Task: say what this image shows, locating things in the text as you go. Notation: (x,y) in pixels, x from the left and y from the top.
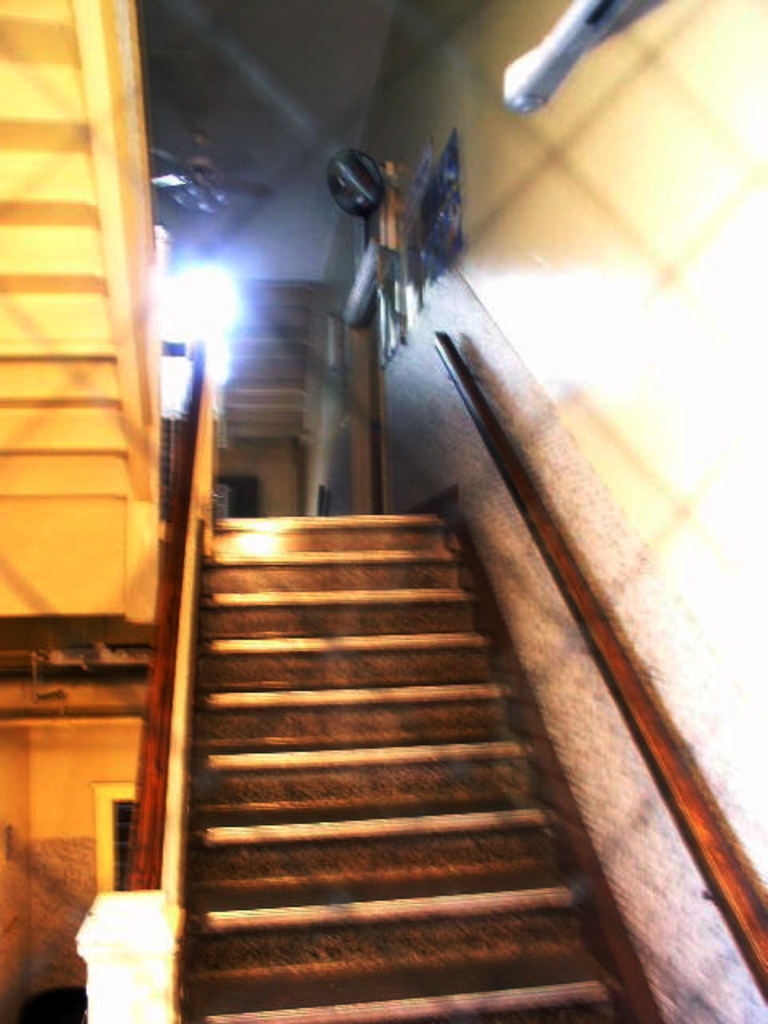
In the center of the image (333,559), we can see stairs (340,539) and in the background (402,214), there are some objects (428,216) on the wall (564,330) and there is a fan (203,180) and we can see a light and there is a window (99,816).
